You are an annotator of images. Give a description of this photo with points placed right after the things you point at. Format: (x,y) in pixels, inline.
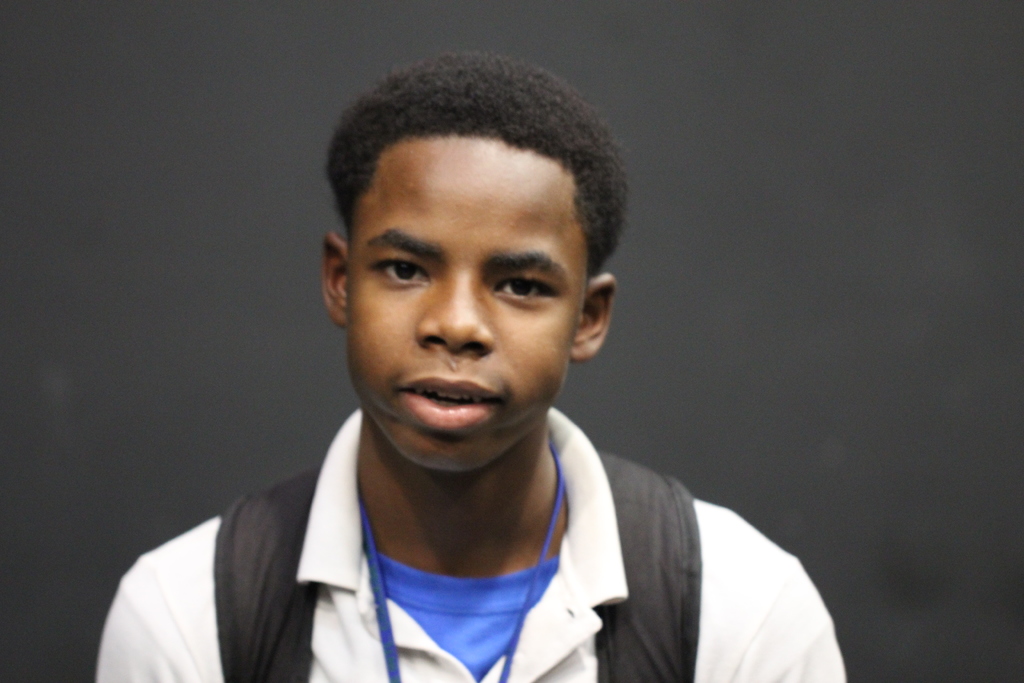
In the image a man (483,208) is standing and looking at the camera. Behind him there is a wall (455,9).
